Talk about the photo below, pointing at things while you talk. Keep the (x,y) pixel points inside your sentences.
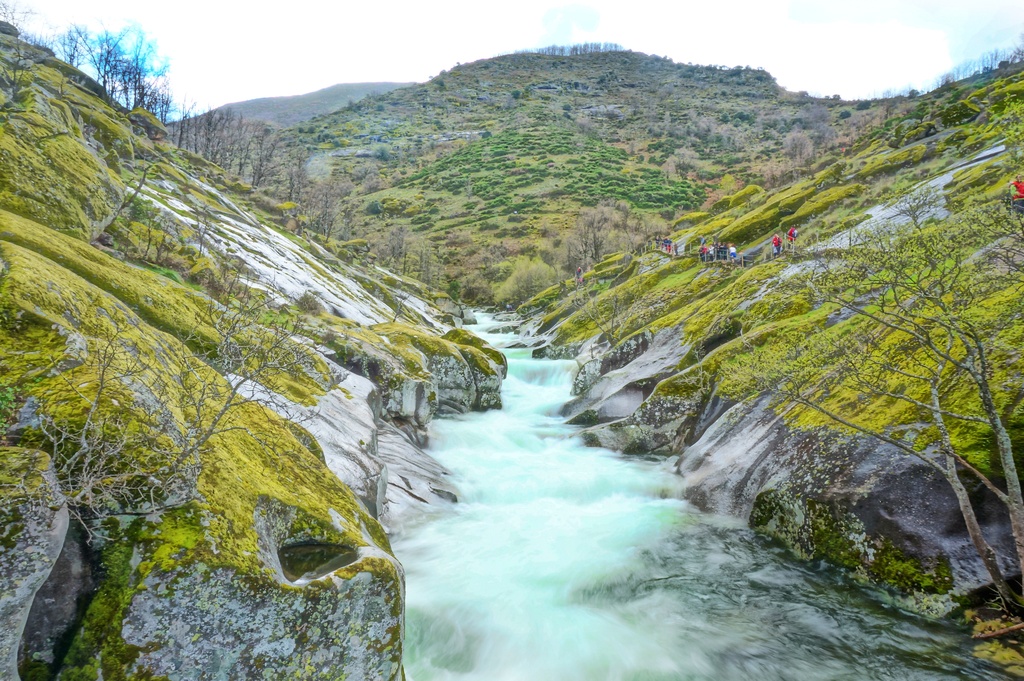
In this image I can see water (550,418) in the centre (544,374) and on the both side of it I can see number of trees (571,270). On the right side of this image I can see number of people (779,238) are standing. In the background (457,198) I can see mountains (476,105) and the sky (920,49).
